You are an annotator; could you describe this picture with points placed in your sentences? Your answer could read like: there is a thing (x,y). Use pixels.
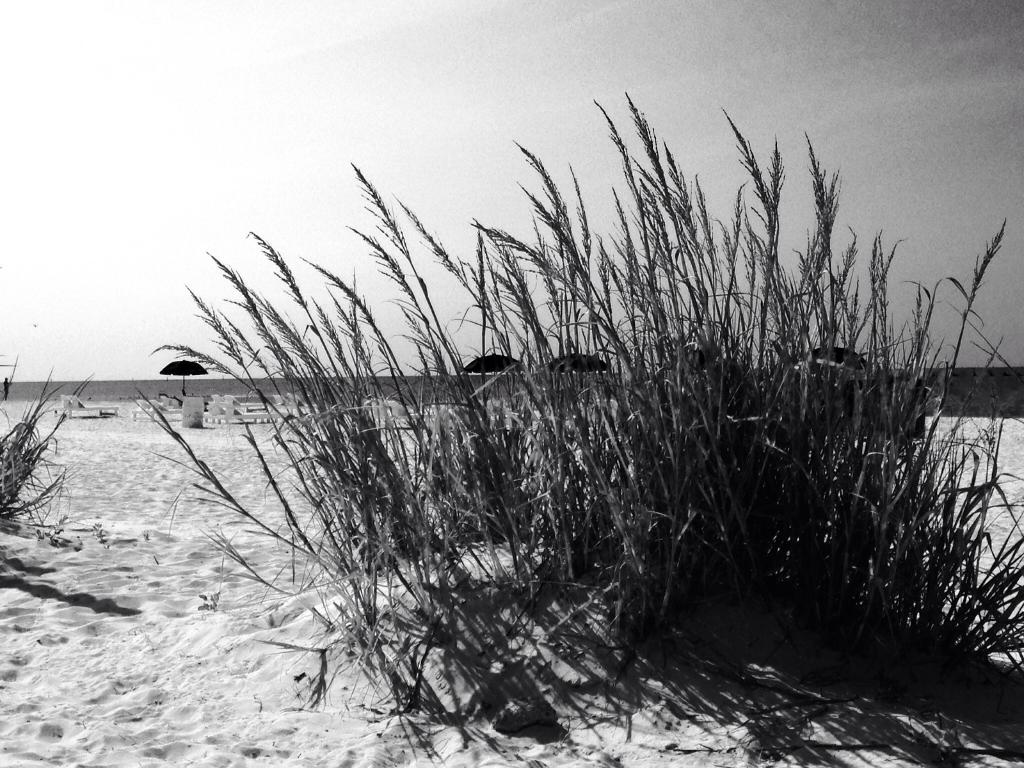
This is a black and white image. In this image we can see plants (327,387). In the back (227,397) there are umbrellas (569,361) and few other objects (139,403). Also there is a sea (241,390). In the background (362,163) there is sky (890,142).
